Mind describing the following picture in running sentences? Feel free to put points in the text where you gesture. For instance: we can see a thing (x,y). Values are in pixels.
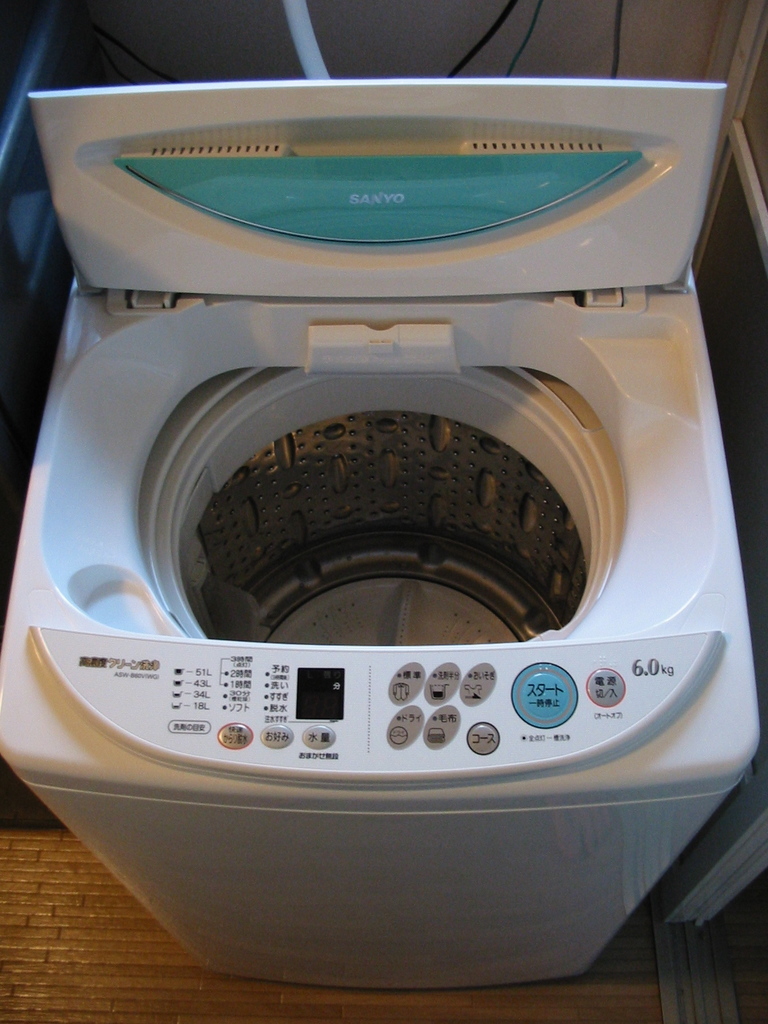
As we can see in the image there is a white color washing machine (331,698) and here there are some buttons (529,667).
